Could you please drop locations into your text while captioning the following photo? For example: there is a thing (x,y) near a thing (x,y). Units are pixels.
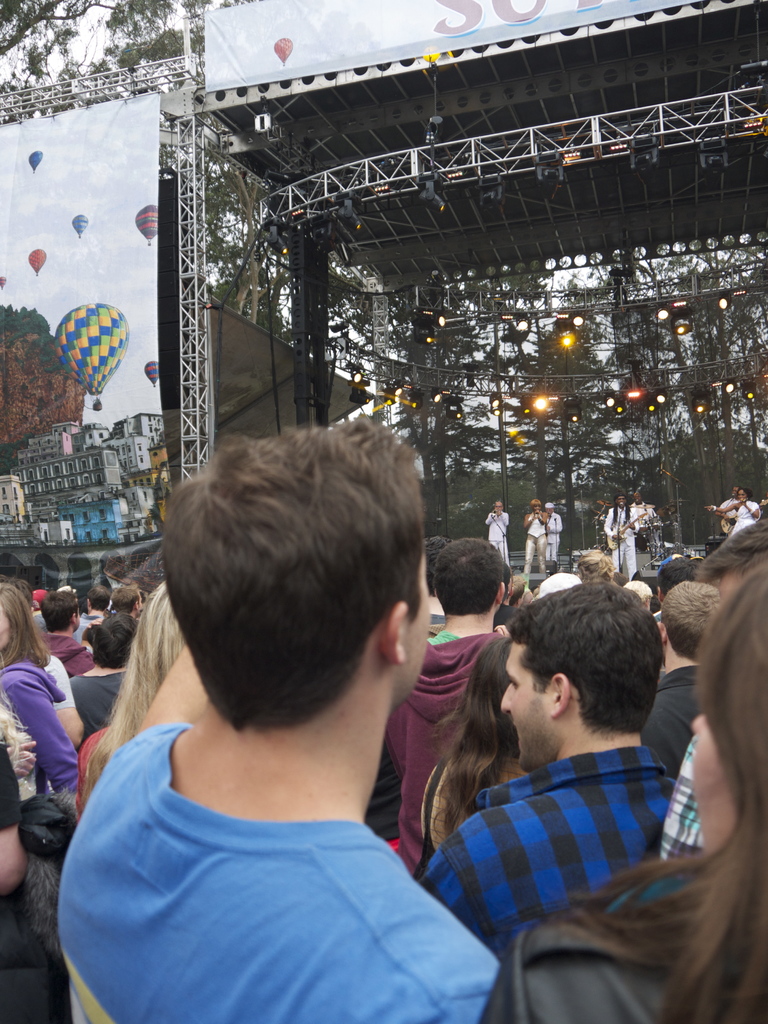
There is a crowd (328,607). In the back (383,167) there is a stage (536,212) with rods (614,296) and lights (560,323). On the stage (617,285) there are many people (640,501) playing musical instruments (643,527). In the background (235,261) there are trees (236,240). Also there is a banner (128,312). On that there are hot air balloons (117,315) and buildings (81,486).
